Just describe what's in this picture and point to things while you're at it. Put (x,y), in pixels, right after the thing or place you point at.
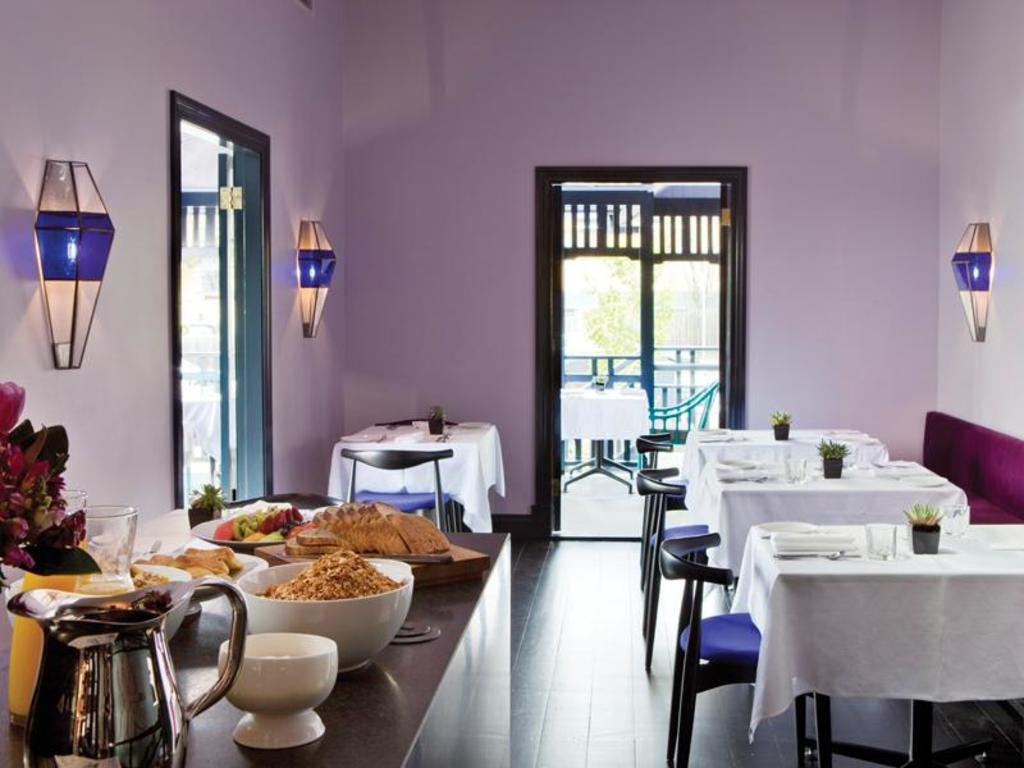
In this image I can see on the left side (112,681) there is a stainless steel jug (169,686) and few other food items (370,590) in bowls (307,624), in the middle (638,269) there is the glass door (632,376). On the right side (868,615) there are dining tables (835,560) and sitting chairs (653,460).
